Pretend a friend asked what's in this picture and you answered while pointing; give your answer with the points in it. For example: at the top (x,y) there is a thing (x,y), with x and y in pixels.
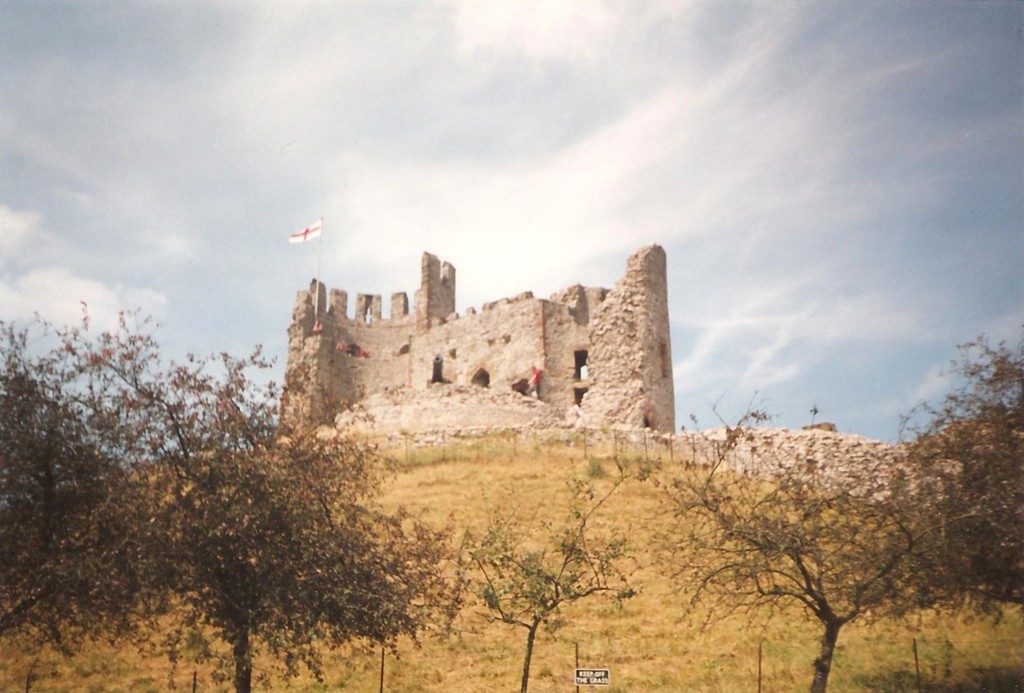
In this image we can see a few trees (737,505), a building (425,349) and a flag (307,228) on the building (428,322) and sky (493,143) in the background (474,143).
